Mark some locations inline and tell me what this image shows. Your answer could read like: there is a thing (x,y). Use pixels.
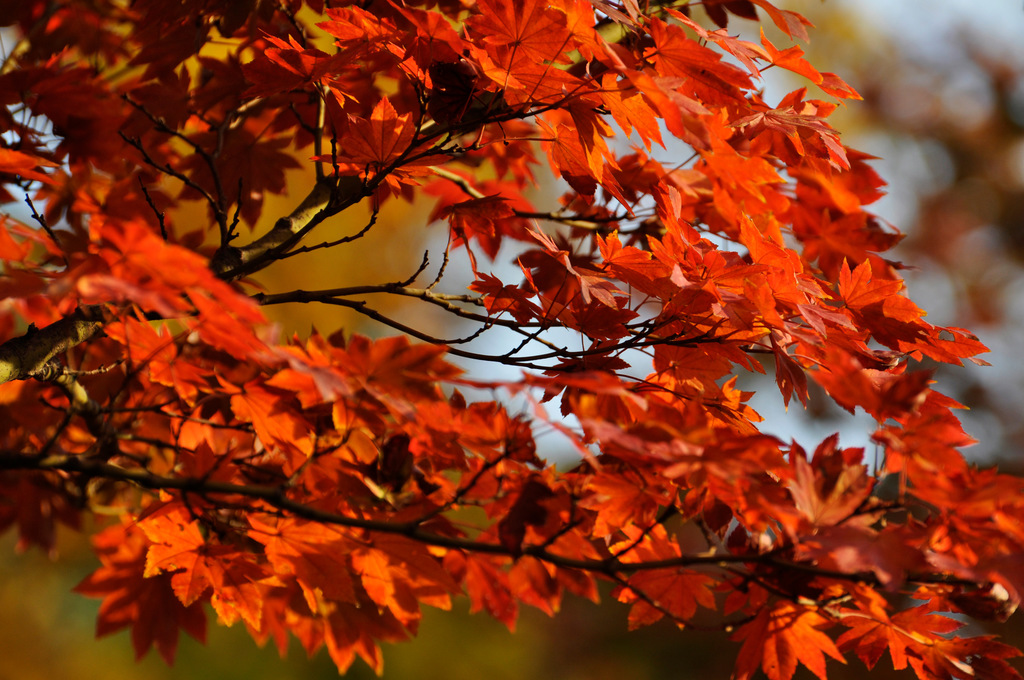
In this picture we can observe a tree (293,347) which is in red color. We can observe red color leaves (347,391). The background (945,90) is completely blurred.
